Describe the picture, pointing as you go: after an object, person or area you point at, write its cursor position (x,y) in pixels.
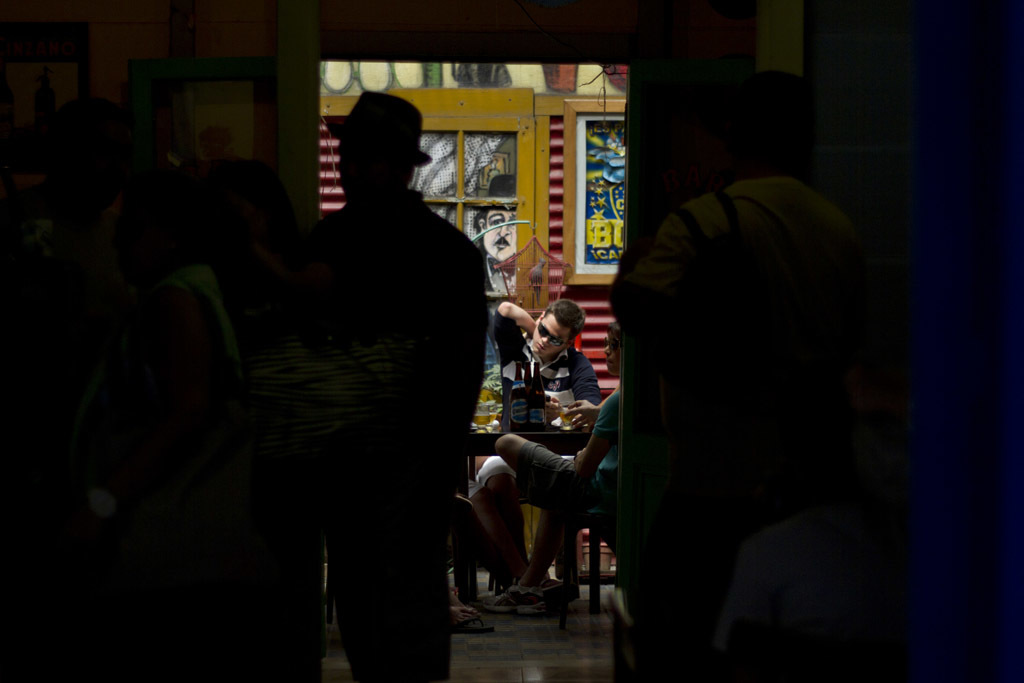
In the middle of the image (597,440) we can see some persons (580,492) sitting on the chairs (571,561) and beverage (543,417) and some food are placed on the table (531,431). Behind the persons (546,352) in the middle (544,245) we can see a wall (440,104) and some paintings (492,181) on it. on the left (97,316) and right sides of the image we can see persons (303,410) standing on the ground (576,632).
